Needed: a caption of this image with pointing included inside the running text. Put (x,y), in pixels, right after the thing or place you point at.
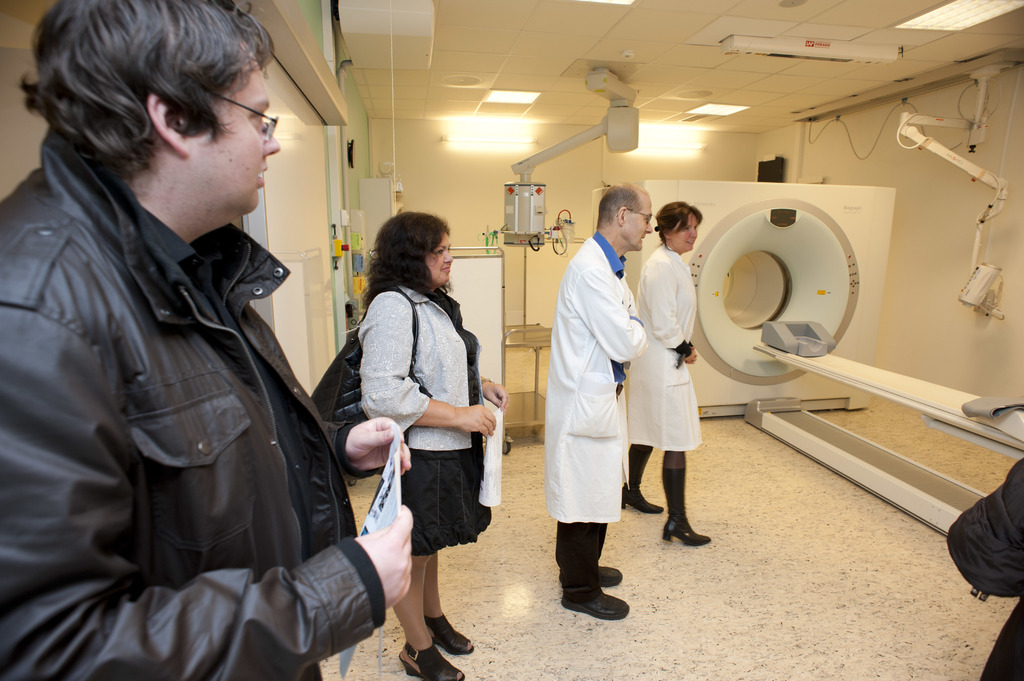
In this picture we can observe a room (714,313) in the hospital (870,425). There are four members (403,347) standing. We can observe men (265,333) and women (690,301). There is an equipment (736,317) in this room (504,219). In the background (473,145) we can observe lights (678,148) and a wall (624,172).
